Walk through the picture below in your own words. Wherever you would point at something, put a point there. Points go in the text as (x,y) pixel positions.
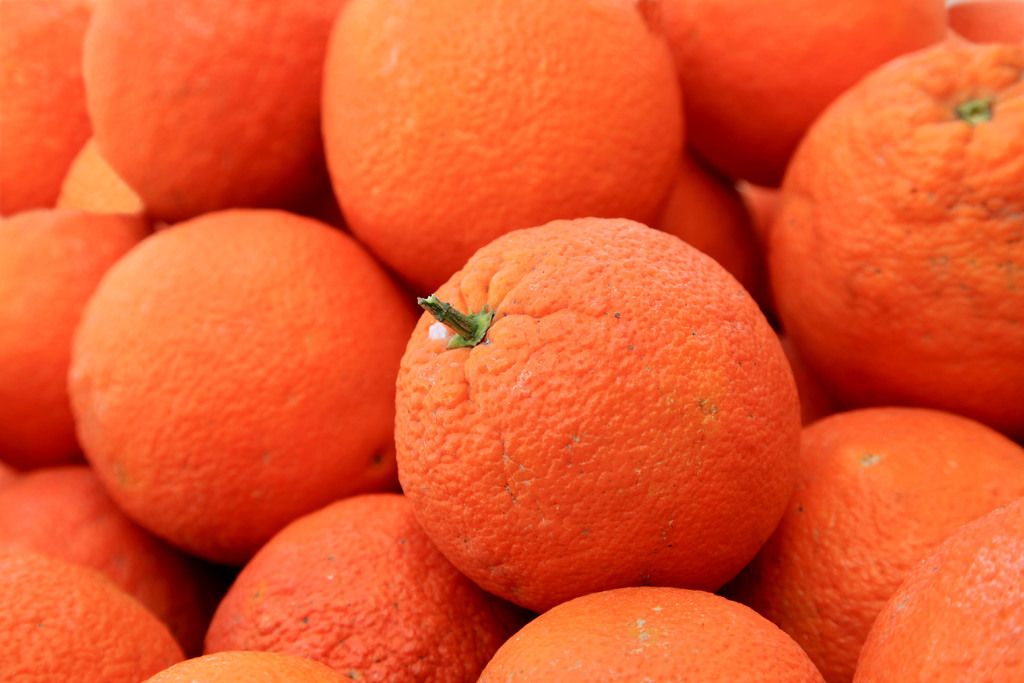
In this image we can see oranges (468,551).
